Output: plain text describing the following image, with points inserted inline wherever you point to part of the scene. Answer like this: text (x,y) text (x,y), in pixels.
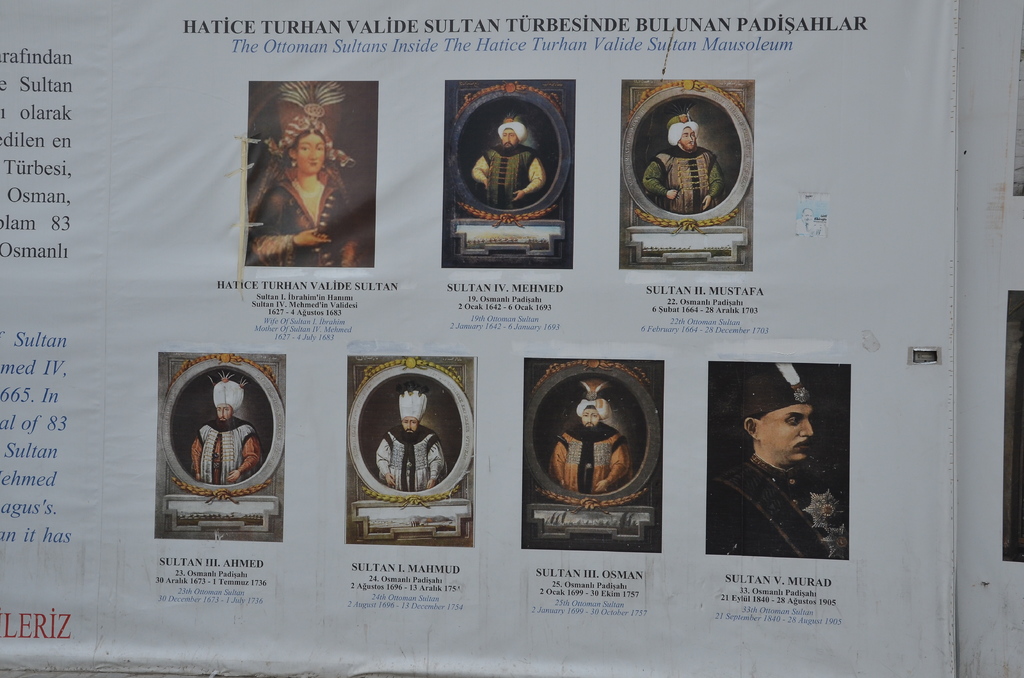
In this image in the center (354,239) there is one board (551,252), and on the board (551,252) there are some persons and text (49,477).
